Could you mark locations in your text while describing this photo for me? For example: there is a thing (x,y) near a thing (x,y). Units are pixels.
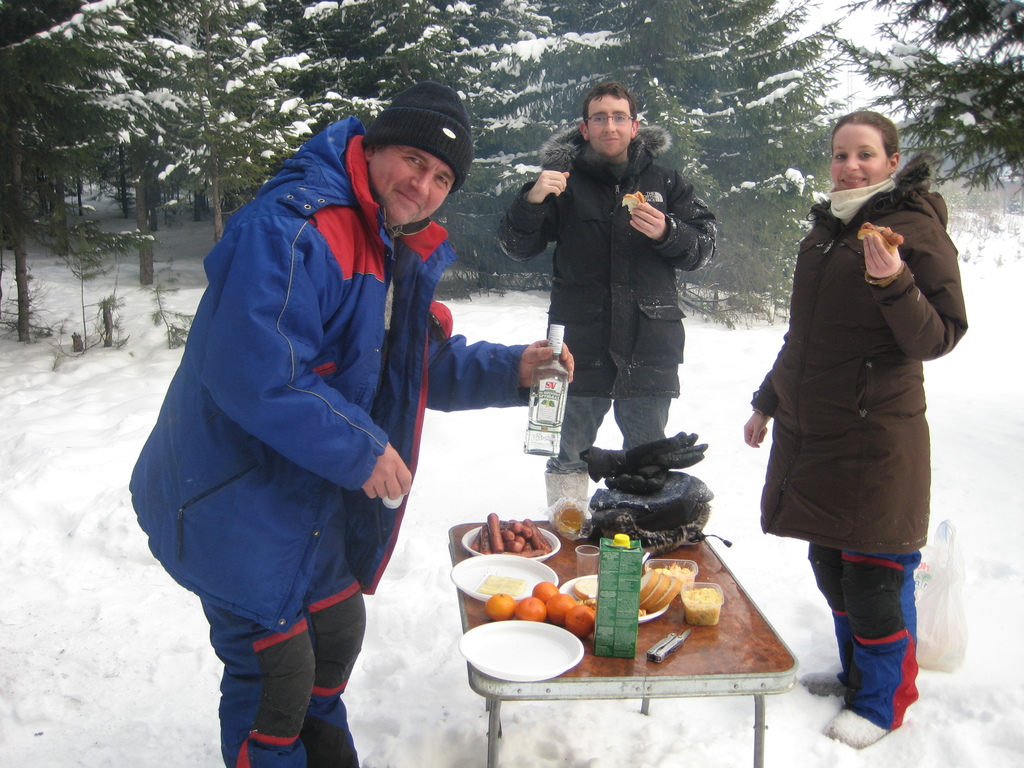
In this image I can see there are some foods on the table (655,681) and there are three people (163,414) standing and looking at someone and a man (566,364) on the left side (316,223) holding a bottle (566,384).
